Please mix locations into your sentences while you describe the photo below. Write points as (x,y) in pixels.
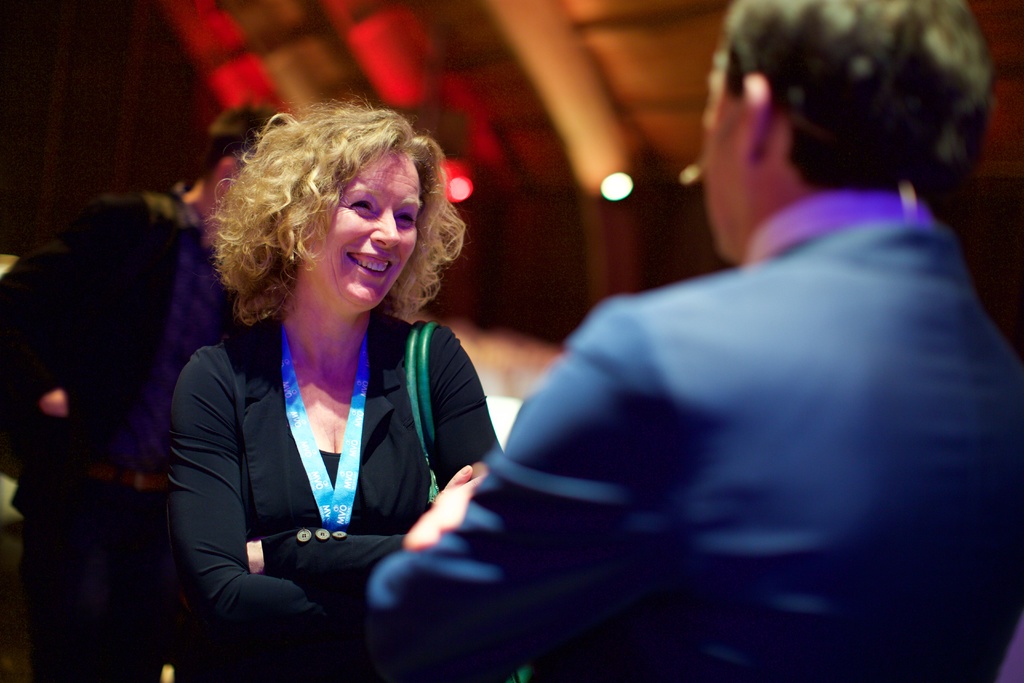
The foreground (846,367) is blurred. In the middle (410,270) we can see a woman (279,311). On the left (133,232) we can see a person (138,234). The background (482,36) is blurred.
